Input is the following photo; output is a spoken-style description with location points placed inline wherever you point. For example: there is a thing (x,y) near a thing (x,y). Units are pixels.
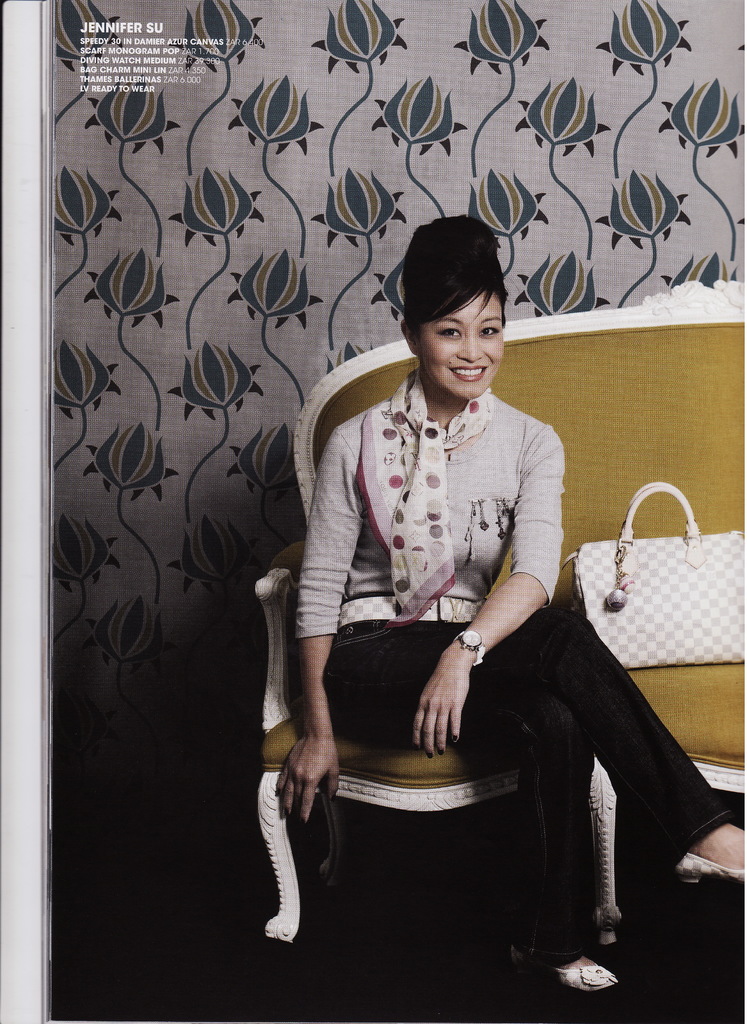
This is the picture of woman (559,657) sitting in the couch (743,669) with the white color handbag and white color scarf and in the back ground (170,142) we have a wall paper (171,250).
